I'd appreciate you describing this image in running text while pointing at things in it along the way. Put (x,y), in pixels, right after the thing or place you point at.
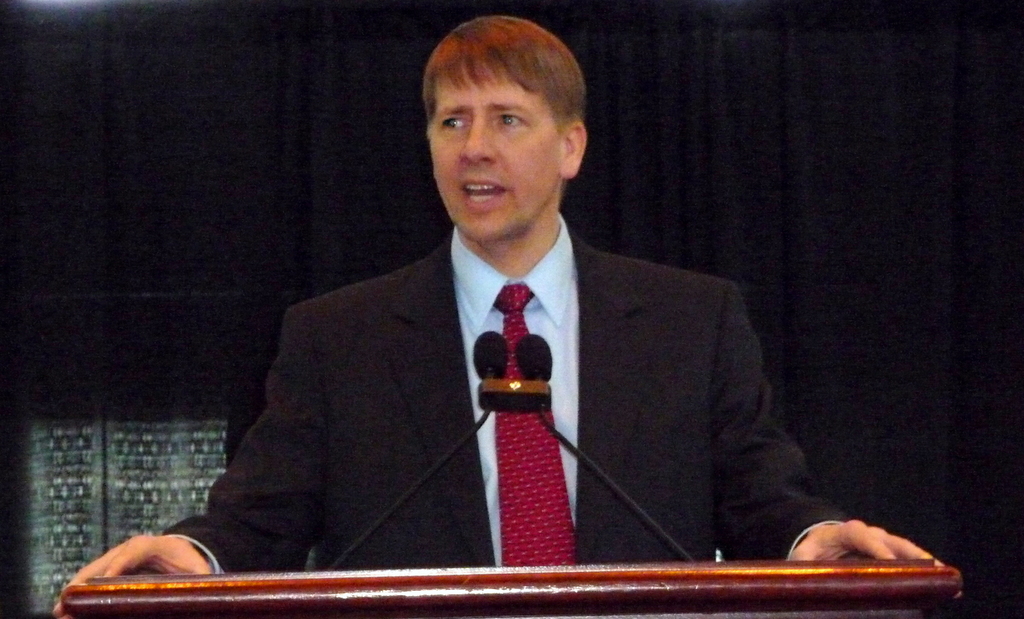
In this image I can see the person (342,389) wearing the blazer (425,383), shirt (472,358) and the tie (511,362). There is a podium (469,591) in front of this person (365,432). On the podium (527,591) I can see the mics (500,349). And there is a black background (157,236).
